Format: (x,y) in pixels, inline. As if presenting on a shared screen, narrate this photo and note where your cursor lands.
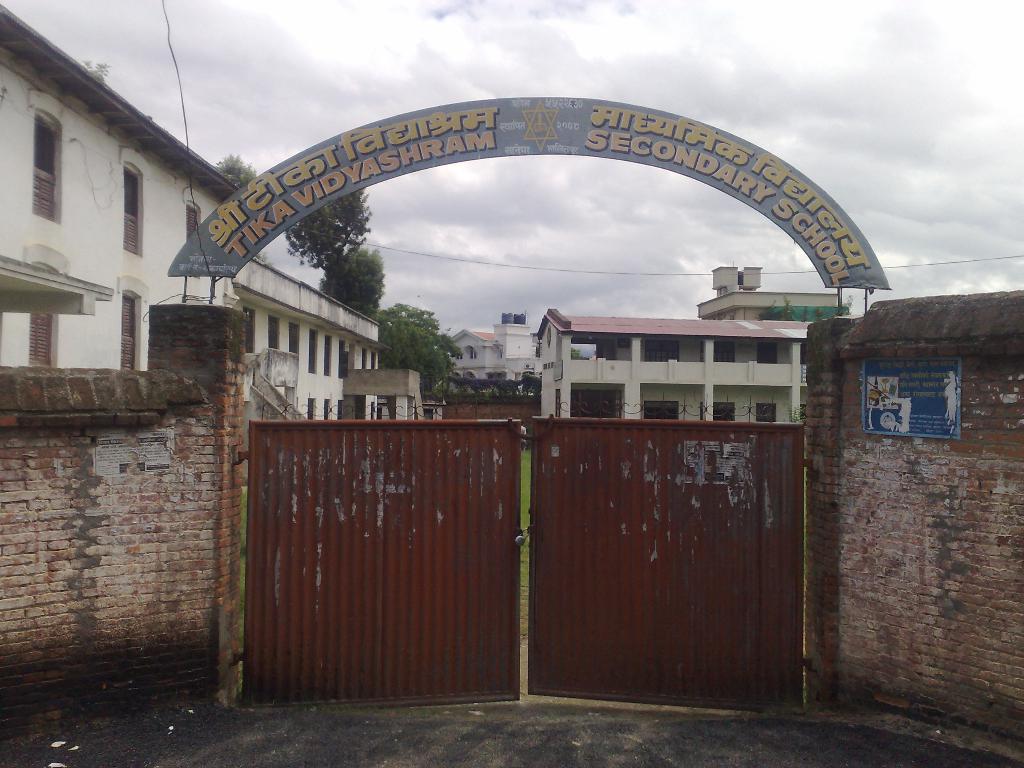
There is a red gate (498,545) with a lock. Also two brick walls (136,494) on the two sides. Also there is an arc (386,174) of a secondary school (366,353). In the background (324,333) it is a secondary school (633,361). Also there are trees (373,290) and sky (533,244) in the background (562,242).
